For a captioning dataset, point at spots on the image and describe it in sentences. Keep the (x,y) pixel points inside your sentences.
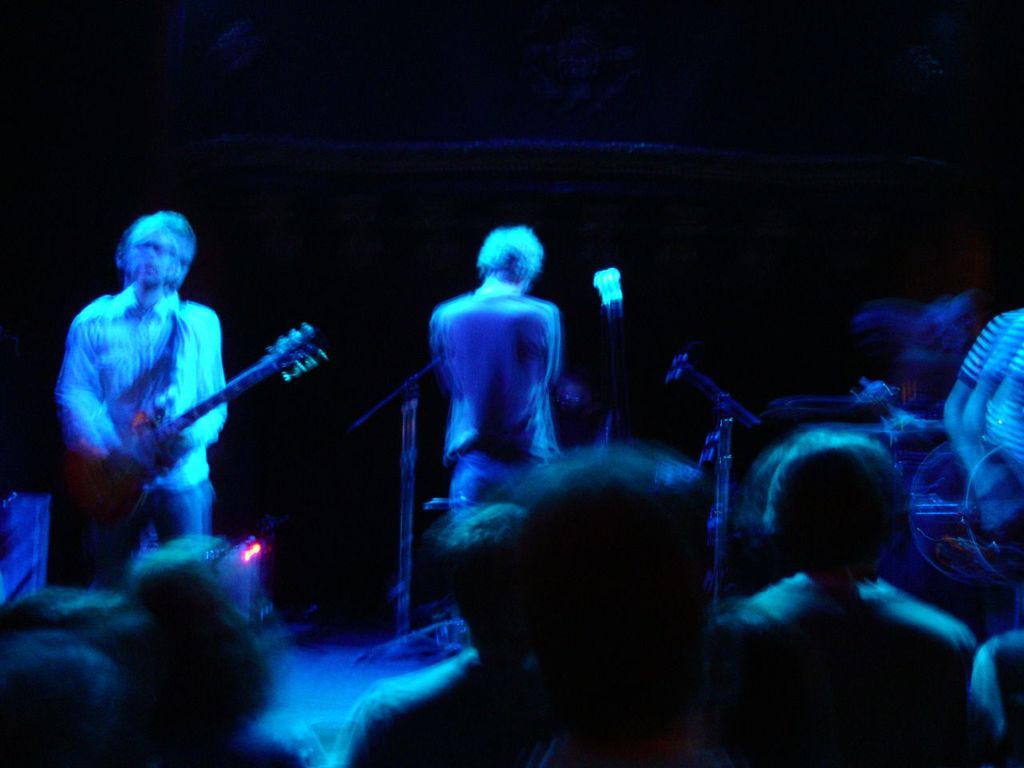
There are people (877,504) at the bottom side of the image (527,707), there is a person (153,278) holding a guitar (302,353) on a stage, there is another person (554,334) and mics (685,357) in the background (522,349).
